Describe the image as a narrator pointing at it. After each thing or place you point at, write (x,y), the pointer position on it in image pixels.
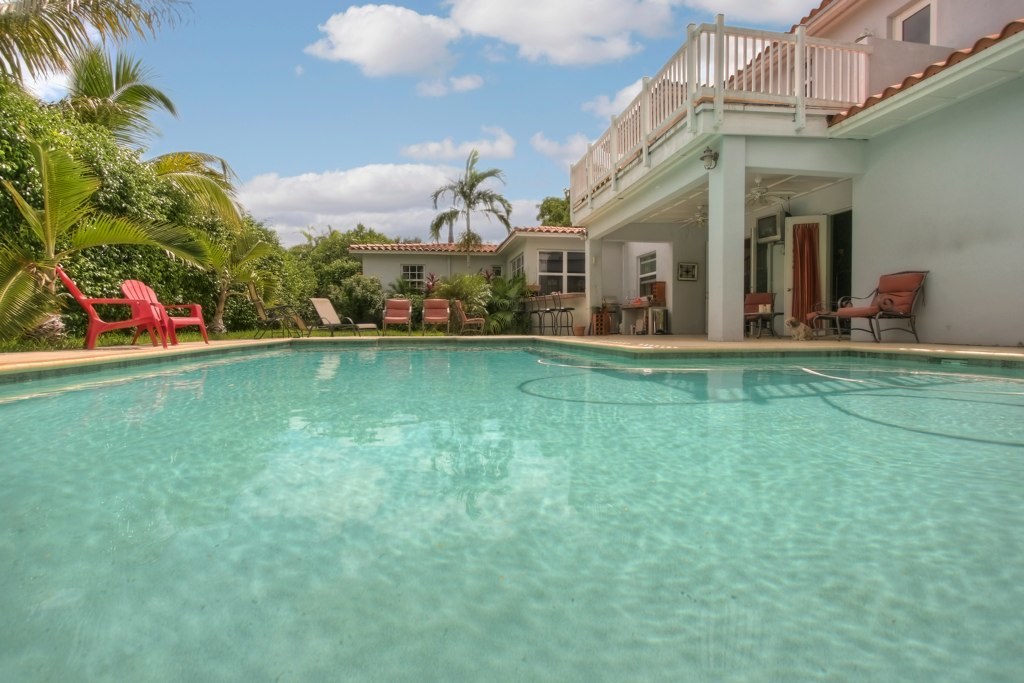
This is an outside view. At the bottom (622,563) there is a swimming pool (230,451). In the background (661,233) there is a building (694,178) along with a pillar (732,183), railing (630,133) and windows (569,253). In front of this building (624,256) there are many chairs (538,322). In the background (215,216) there are many trees (222,204). At the top of the image (351,108) I can see the sky (379,148) and clouds (350,186).
